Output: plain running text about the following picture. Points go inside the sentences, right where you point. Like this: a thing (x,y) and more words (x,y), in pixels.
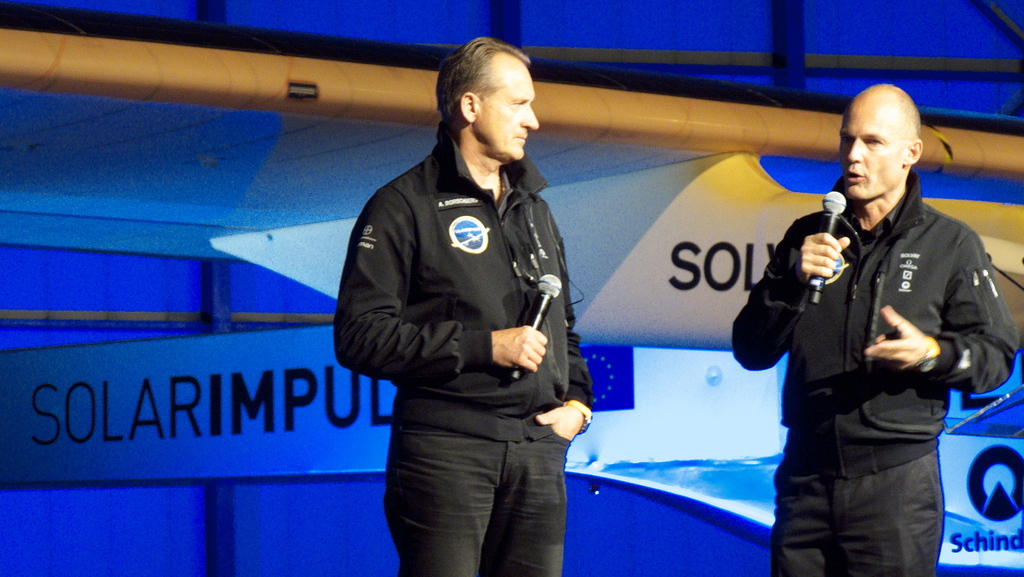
In this image I can see two people (448,372) holding the mikes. I can see the boards (639,297) with some text (1023,541) written on it. In the background (224,290), I can see the wall (199,294).
